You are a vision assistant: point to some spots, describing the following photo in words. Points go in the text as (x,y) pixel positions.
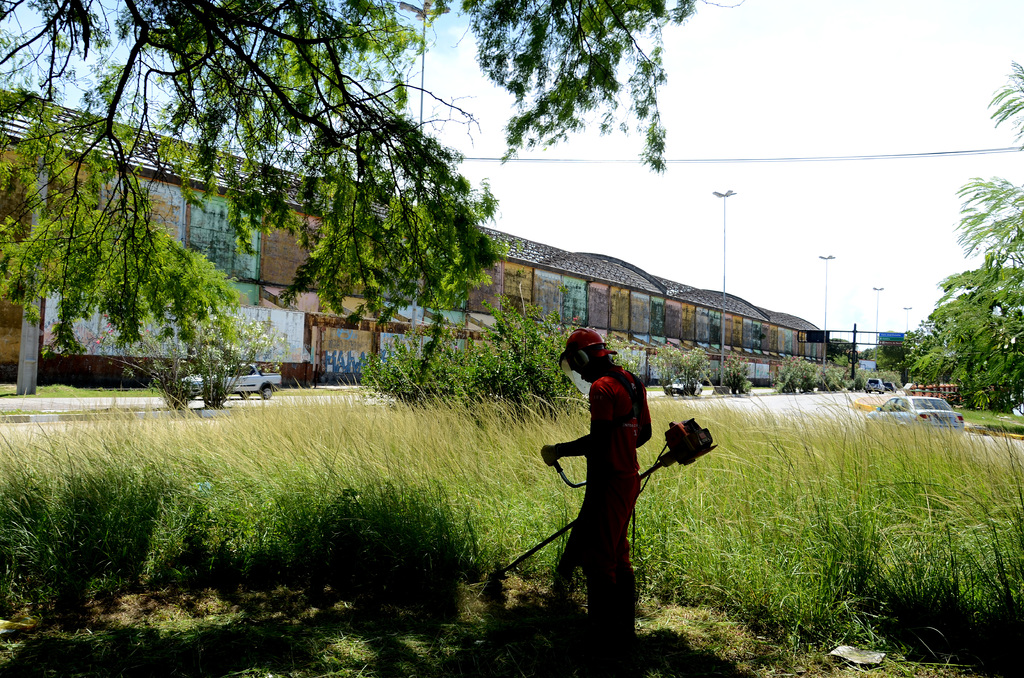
In this image, I can see a person (583,535) standing and holding an object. There are trees (954,331), plants (448,452), a building (511,264), street lights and vehicles (872,389) on the road (837,396). In the background (776,28), there is the sky (830,220).
